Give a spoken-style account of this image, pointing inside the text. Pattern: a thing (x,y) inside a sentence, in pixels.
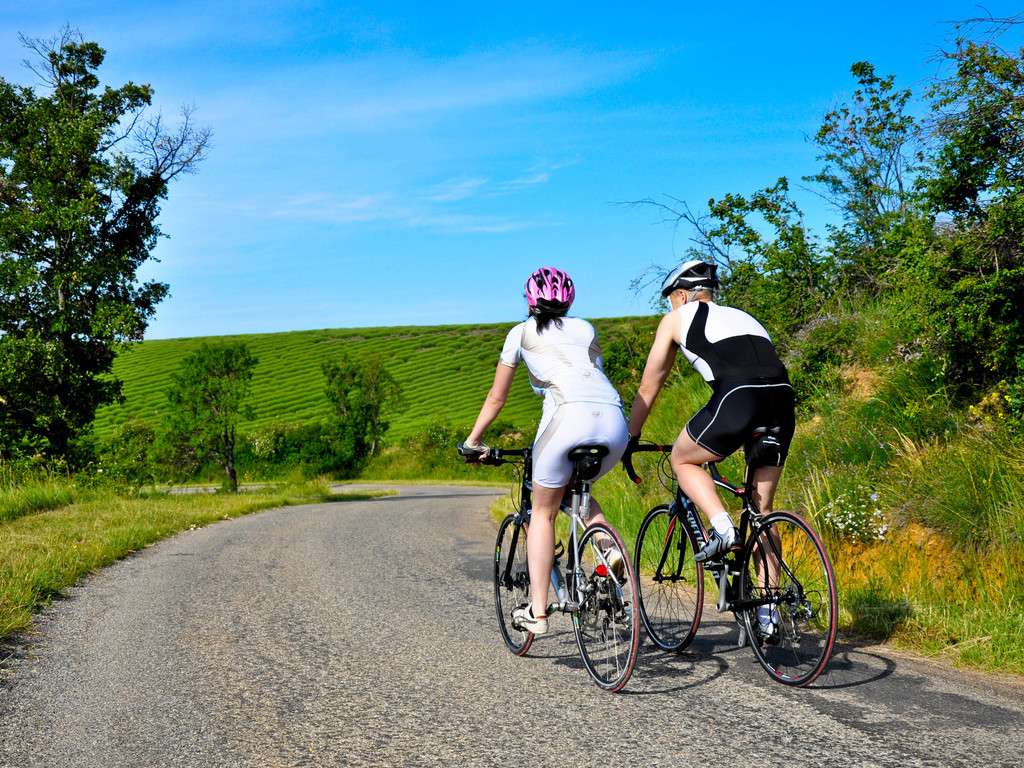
In this image I can see two people (553,374) are cycling their cycles (590,524). I can also see both of them are wearing helmets (537,296). In the background (27,302) I can see number of trees (48,110), grass (39,591) and clear view of sky (494,124).
